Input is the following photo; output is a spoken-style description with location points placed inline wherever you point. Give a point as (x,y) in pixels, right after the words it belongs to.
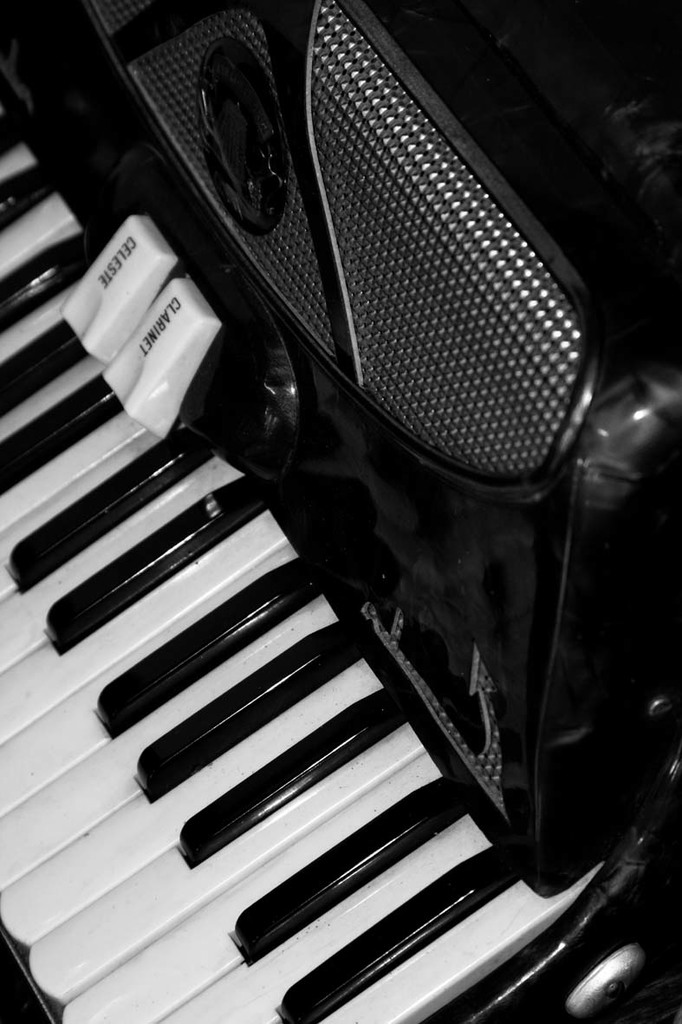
There is a zoom-in picture of an accordion (232,398) in the middle of this image (264,379).
